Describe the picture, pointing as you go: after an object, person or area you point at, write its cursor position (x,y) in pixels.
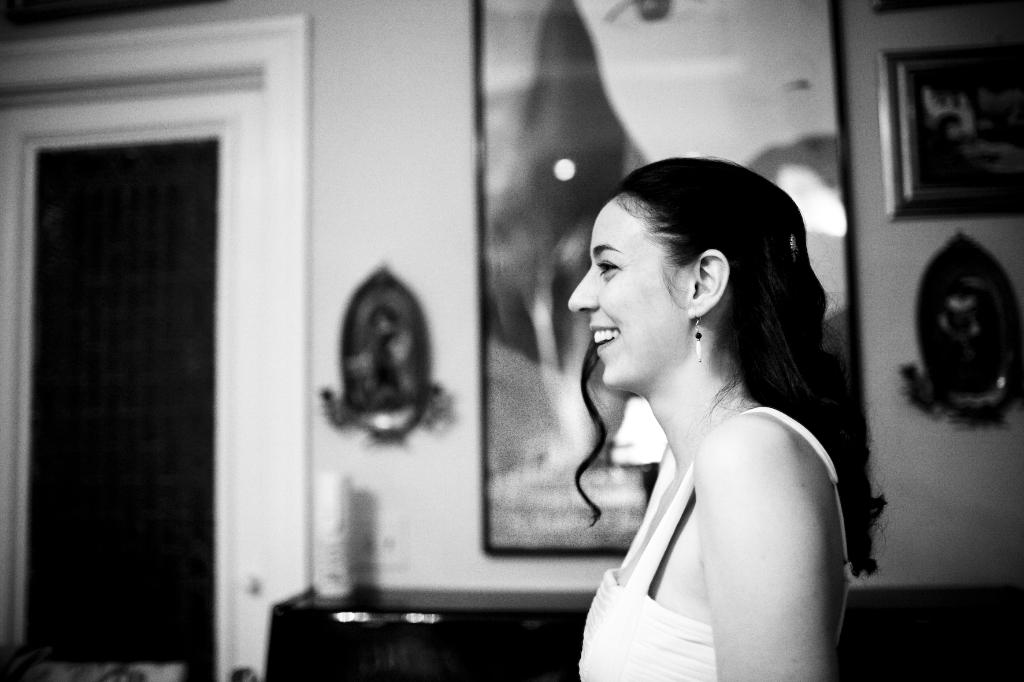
In this image I can see a person (688,339) standing. Background (214,613) I can see few frames (563,180) attached to the wall (335,184) and a door (230,406), and the image is in black and white.
